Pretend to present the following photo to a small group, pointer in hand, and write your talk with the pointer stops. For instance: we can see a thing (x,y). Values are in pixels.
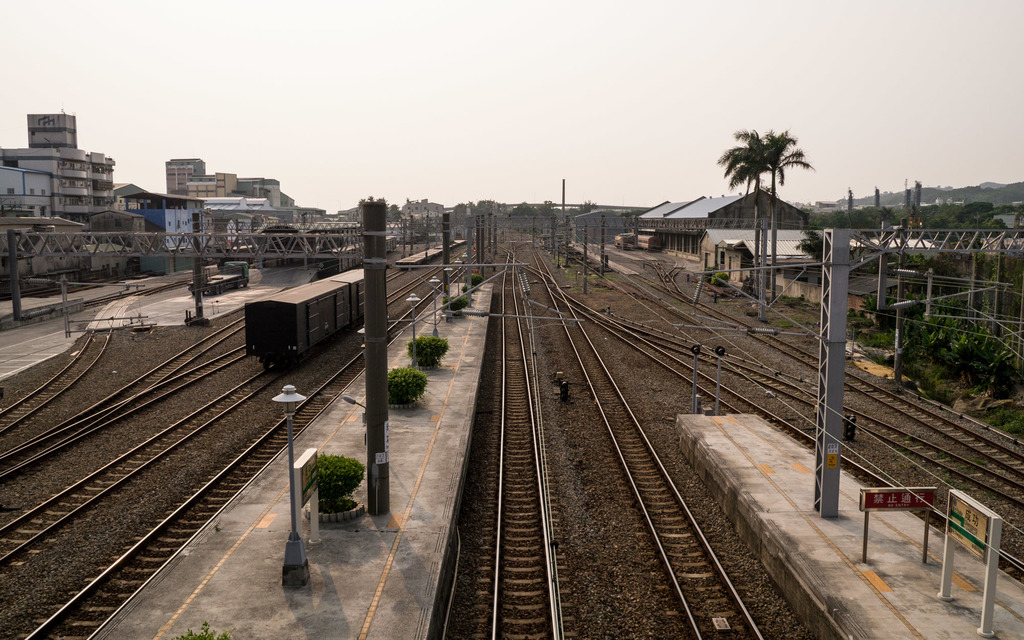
In this image there are so many tracks (688,597) and also there is a train (262,353) on the track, beside that there is a platform (29,361), trees (320,477), buildings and poles (290,492).
